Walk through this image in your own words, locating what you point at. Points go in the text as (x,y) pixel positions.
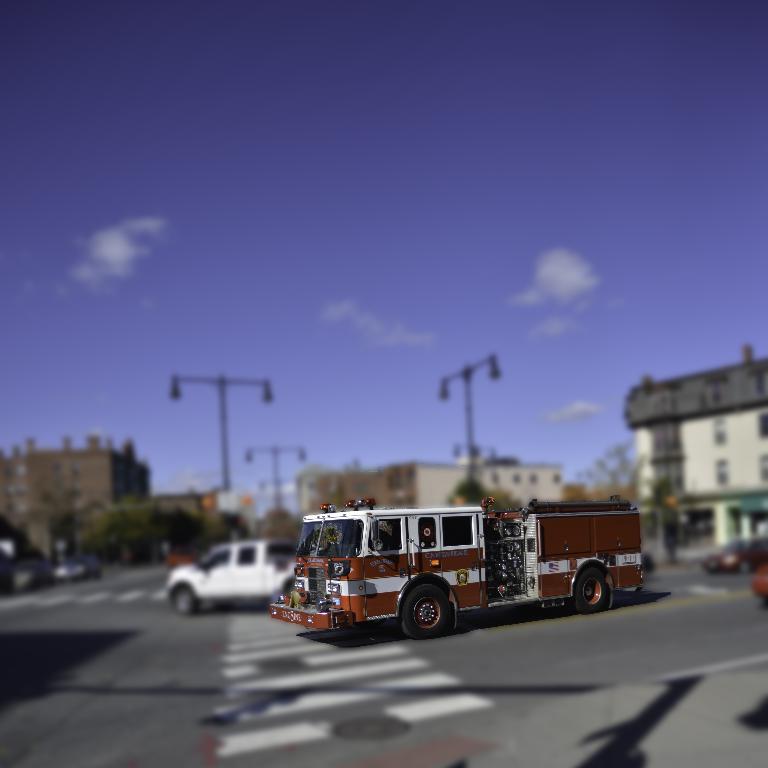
In this image, we can see a vehicle (478,593) on the road (546,634). Background (102,566) we can see a blur view. Here we can see vehicles (14,552), poles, trees (184,538), buildings (702,530). Here there is a sky (308,244).
